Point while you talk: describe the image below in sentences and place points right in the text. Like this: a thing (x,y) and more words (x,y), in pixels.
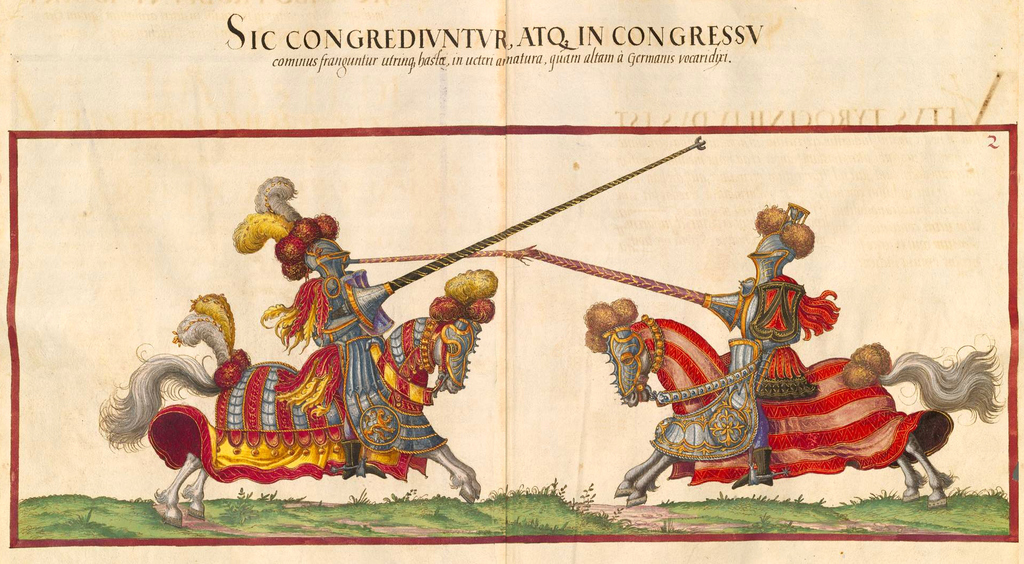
In this picture we can see an object (719,86) seems to be the poster (205,88) on which we can see the pictures (310,368) of the horses (420,381) and the pictures (779,298) of some other objects (648,282) and we can see the green grass (440,507), plants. At the top (510,47) we can see the text (469,33) on the image.
